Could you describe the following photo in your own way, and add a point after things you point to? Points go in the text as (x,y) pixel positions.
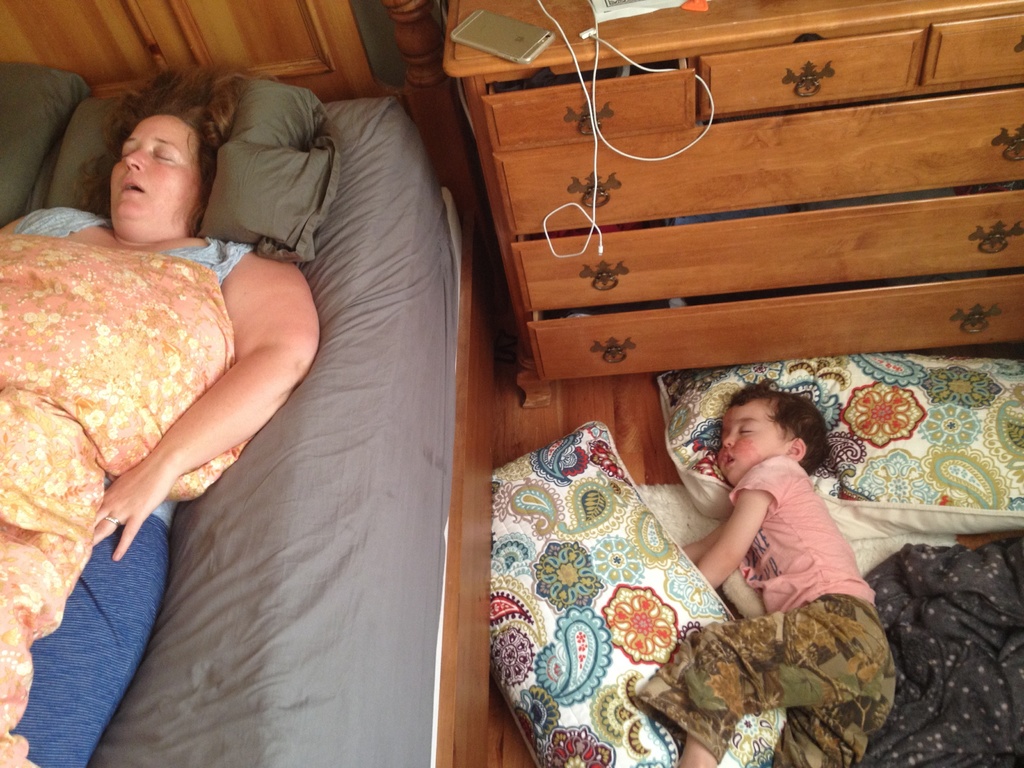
inside the room (309,282) on left side (306,330) the woman (239,339) is sleeping on the bed (279,624) and on the right side (775,626) one boy (771,628) sleeping on the floor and inside the room (659,507) so many thing (660,497) are present like table (628,120), mobile phone (532,42), charger (580,35), pillows (609,606) and bed sheet (923,627) are there and one cot (478,540) also there in room (453,560).
